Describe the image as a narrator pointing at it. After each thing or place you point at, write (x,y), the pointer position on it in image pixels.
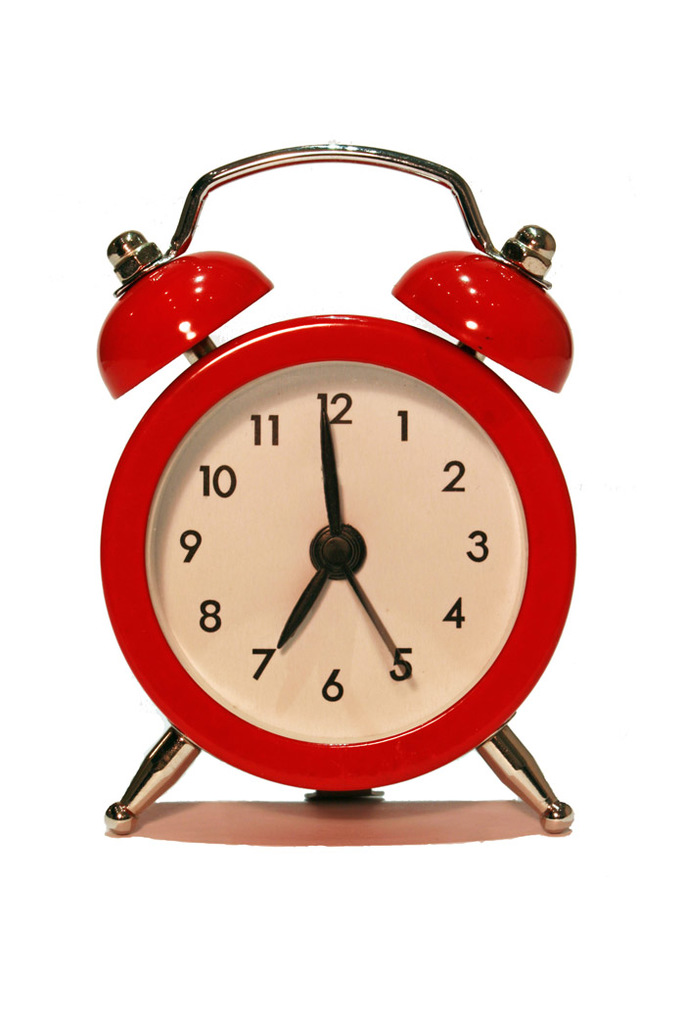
In this picture there is a red color clock (392,710). In the inside the clock (340,683) there are numbers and there is a hour's hand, minute's hand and second's hand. At the back (65,526) there is a white background (46,641).
